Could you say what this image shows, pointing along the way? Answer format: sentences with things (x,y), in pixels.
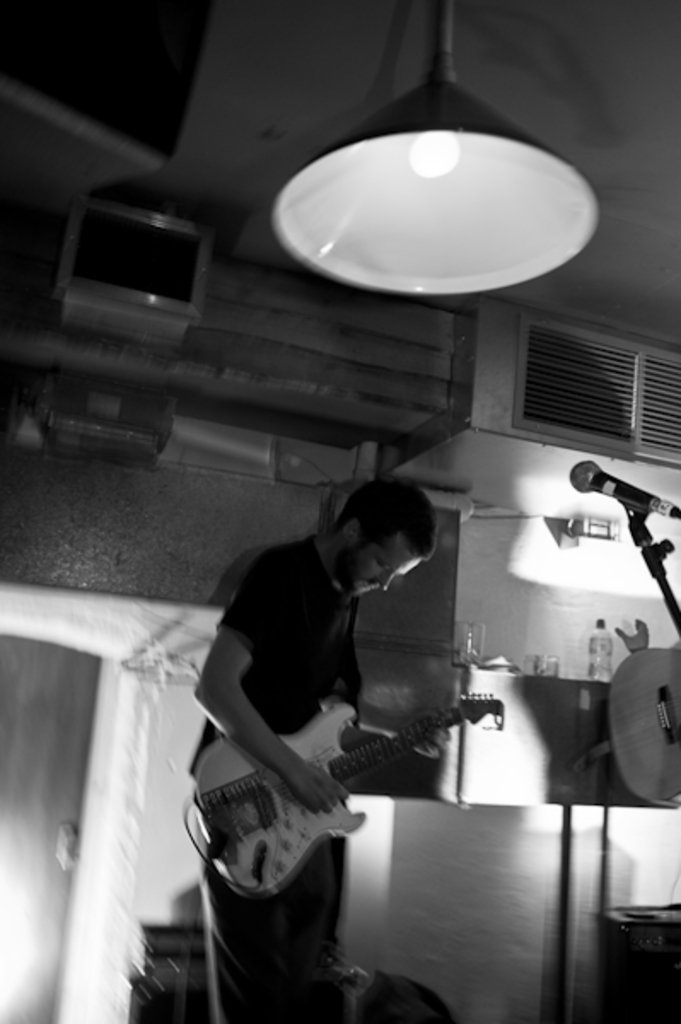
This person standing and holding guitar (295,832). There is a microphone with stand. On the background (224,485) we can see wall (190,504), door (1,792), bottle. On the top (390,176) we can see light (418,190).
